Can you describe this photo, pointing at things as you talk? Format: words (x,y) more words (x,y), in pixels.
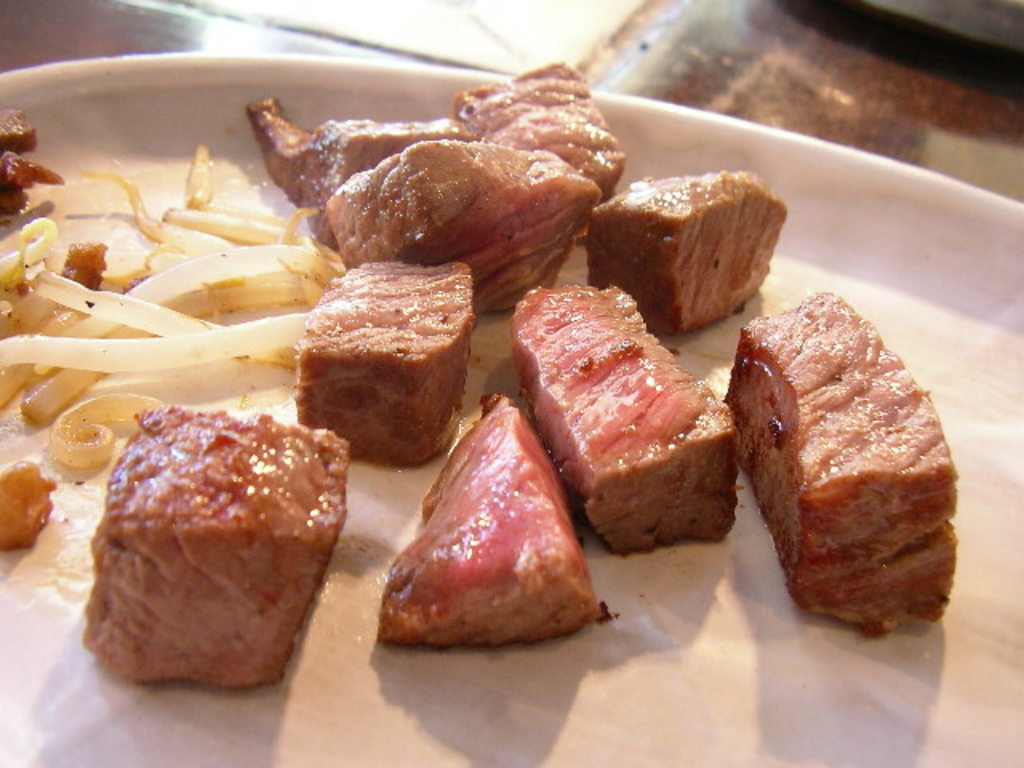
In the foreground of this image (478,403), there are few meat pieces (477,439) and bean sprouts (210,262) on a white platter (236,78) on the surface (725,84). On the top right (959,32), there is a black object (958,35).
